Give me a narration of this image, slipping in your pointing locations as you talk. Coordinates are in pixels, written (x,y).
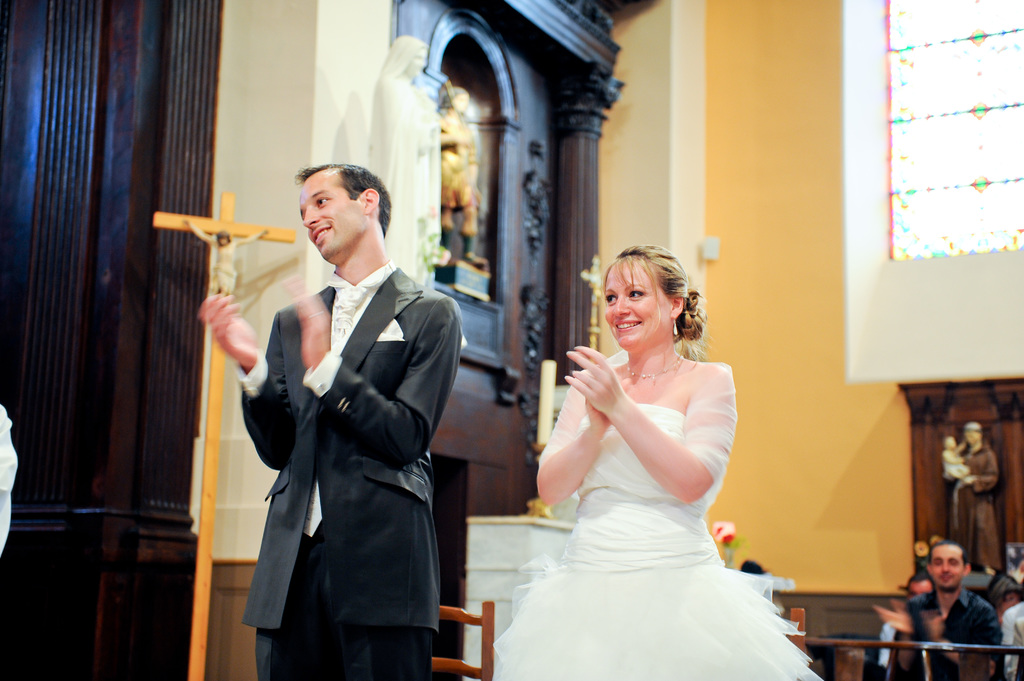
In this picture we can see there are two persons (580,468) standing and some other persons (922,601) sitting. On the left side of the image (218,241) there is a holy cross symbol (233,263). Behind the people (411,413) there are sculptures (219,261), candles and a window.
